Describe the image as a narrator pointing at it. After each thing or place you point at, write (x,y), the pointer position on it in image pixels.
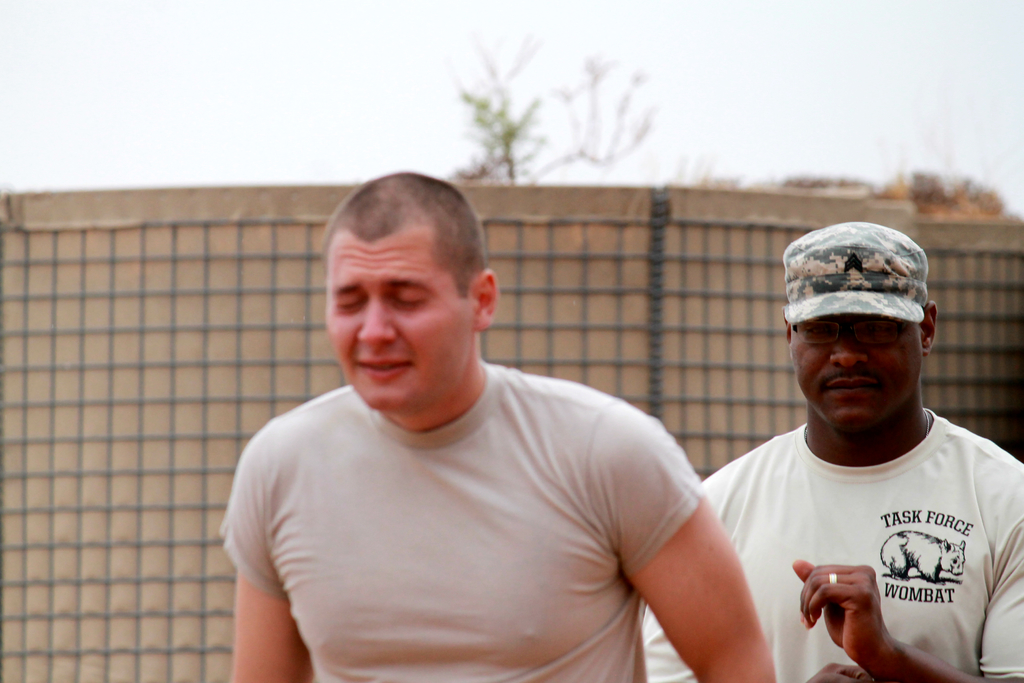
In the foreground of the picture (380,493) there is a person (490,496). On the right (824,549) there is a person (828,458) wearing cap (829,285). In the background (603,171) there are trees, wall (702,211), sky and net (726,335).
